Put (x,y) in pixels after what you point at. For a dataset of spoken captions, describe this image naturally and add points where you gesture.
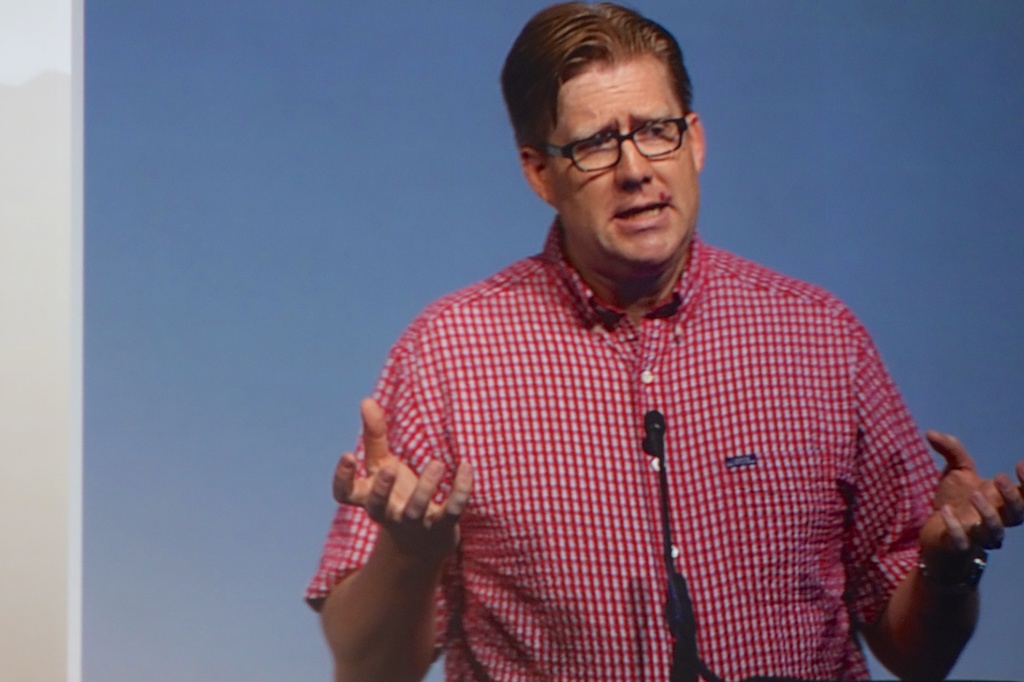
In this image in the center (499,421) there is a man (501,444) standing and speaking. In front of the man (609,463) there is a mic (656,438) which is black in colour.
